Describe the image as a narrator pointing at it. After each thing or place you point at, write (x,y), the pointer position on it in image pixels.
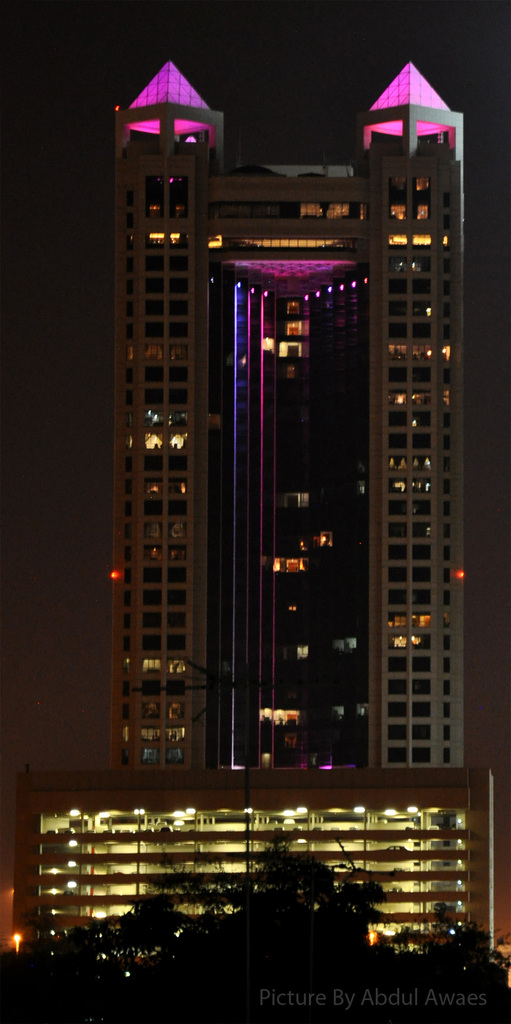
in the foreground of the picture (201,953) there are trees (202,950). In the center of the picture (239,410) there is a building (241,800) and a skyscraper (223,404).
